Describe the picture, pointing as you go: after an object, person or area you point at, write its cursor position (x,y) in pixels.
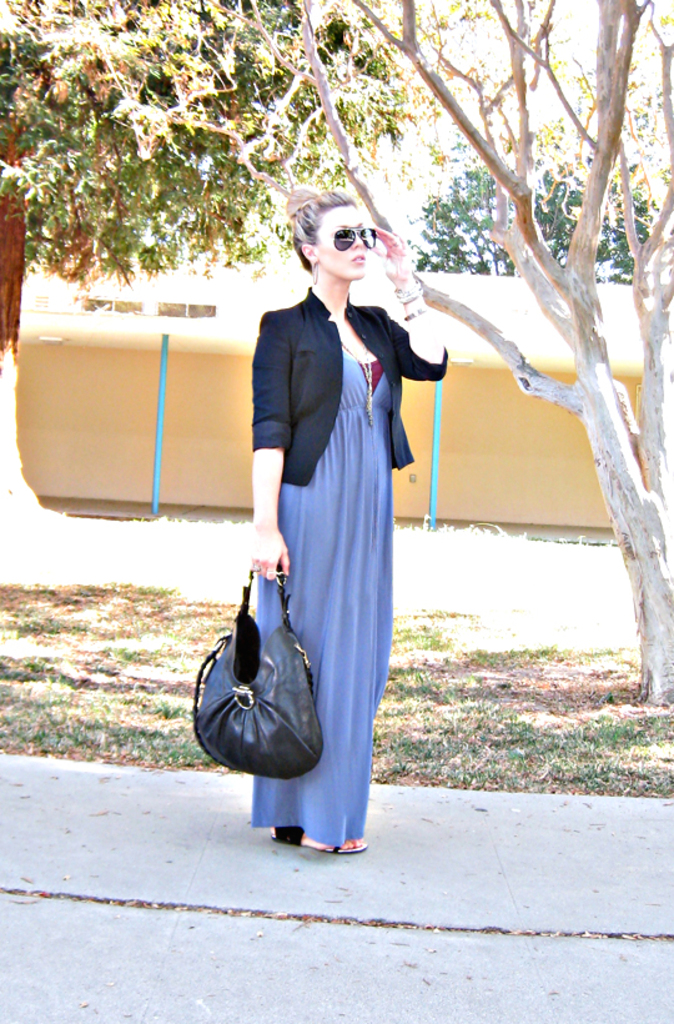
In this image I can see a woman (323,489) standing and holding a black color bag (246,703) in her right hand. In the background (293,79) we can see trees (300,127).
